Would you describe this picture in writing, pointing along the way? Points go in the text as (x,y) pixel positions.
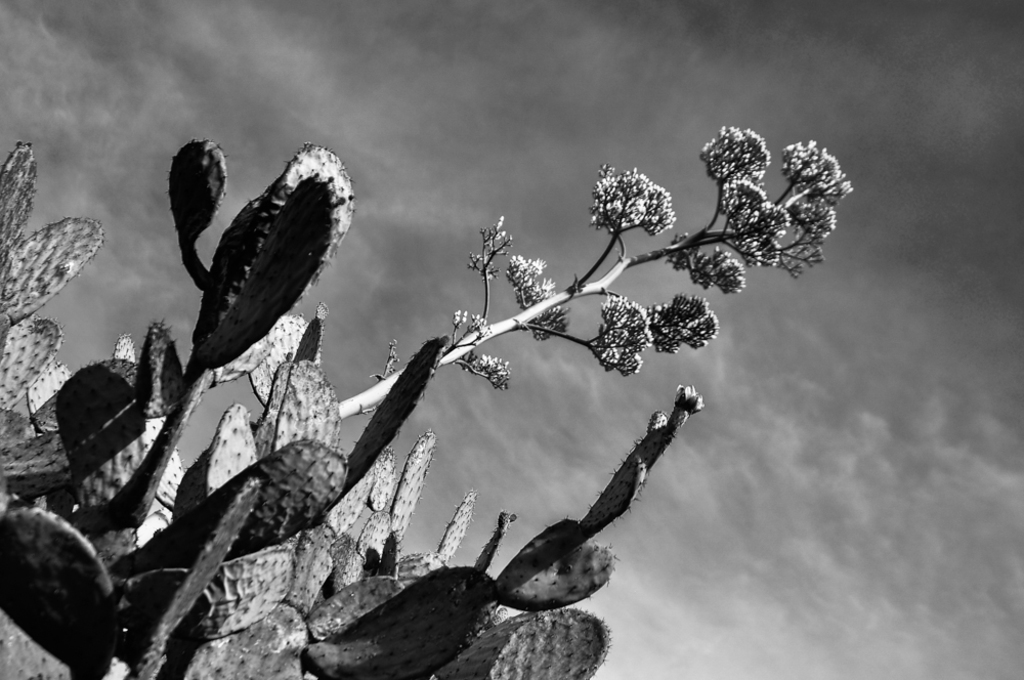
This is a black and white picture in which we can see the cactus (572,625) and a plant (347,403). In the background (967,258), we can see the sky (441,65) with clouds (114,42).
